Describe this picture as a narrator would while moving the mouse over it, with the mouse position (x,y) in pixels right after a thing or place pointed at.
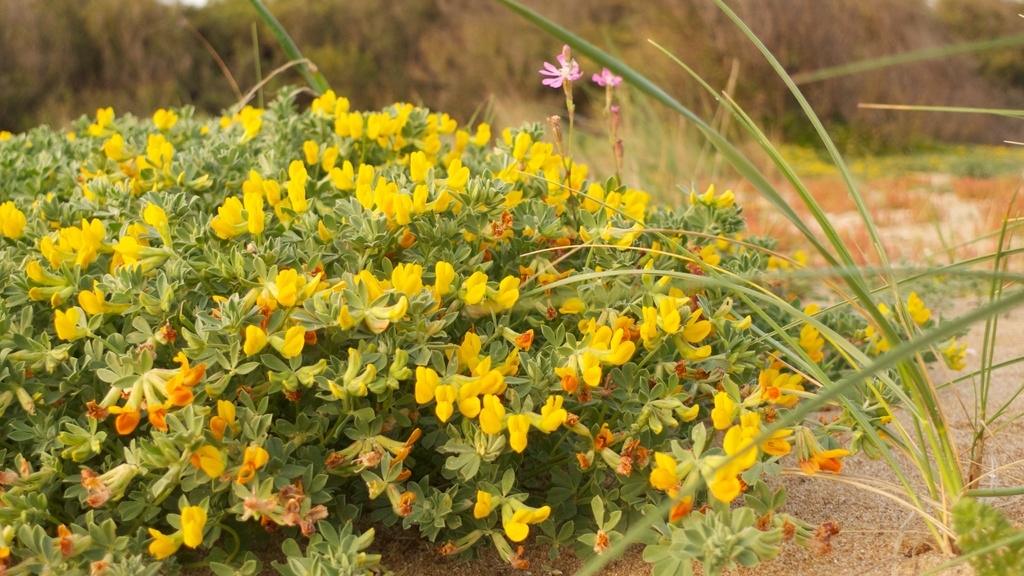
This image contains few plants (372,437) having flowers (550,179). Right side (976,439) there is grass (915,395). Background (942,62) there are few plants (933,77) on the land (917,191).
